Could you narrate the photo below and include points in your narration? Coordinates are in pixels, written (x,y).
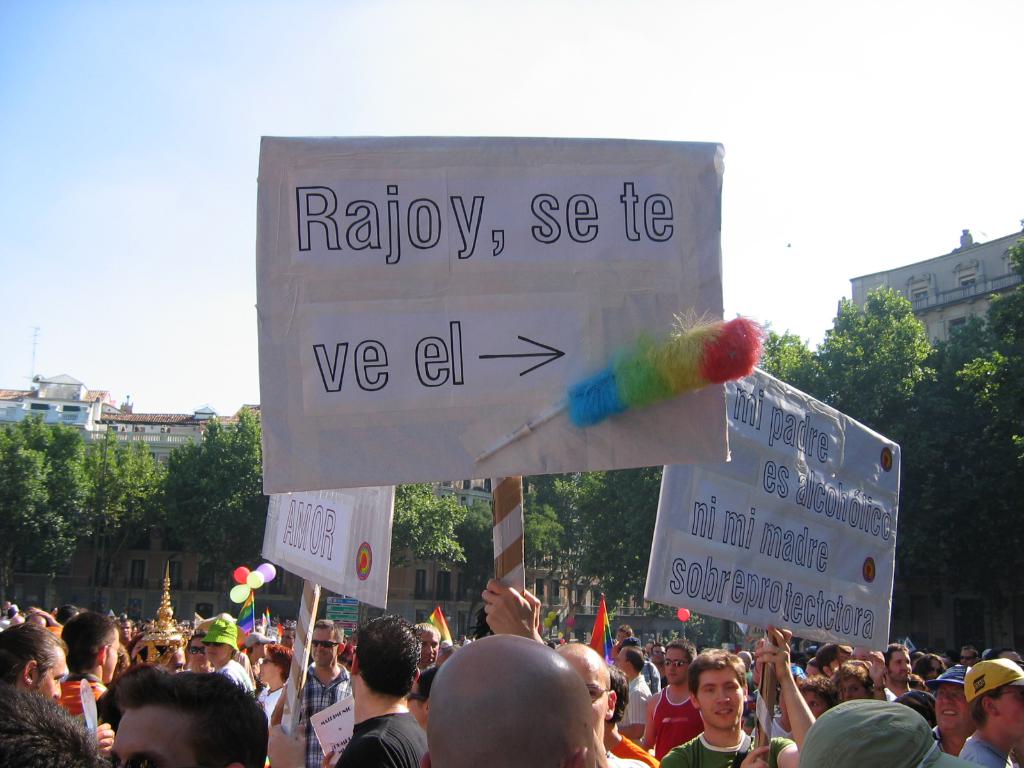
In this picture we can see many people (628,729) standing on the path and holding objects (508,583) in their hands (516,611). We can see few trees (647,544) and buildings (26,586) in the background (975,355).
